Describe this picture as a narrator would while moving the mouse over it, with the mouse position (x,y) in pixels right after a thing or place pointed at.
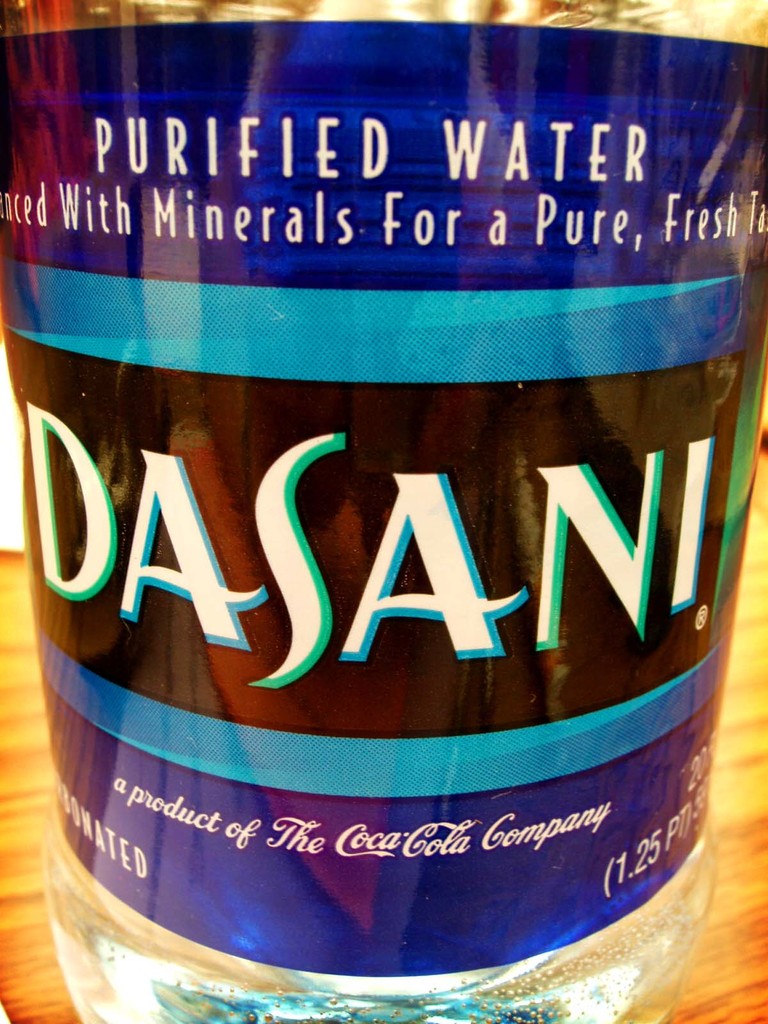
In this picture we can see a bottle (434,711).
